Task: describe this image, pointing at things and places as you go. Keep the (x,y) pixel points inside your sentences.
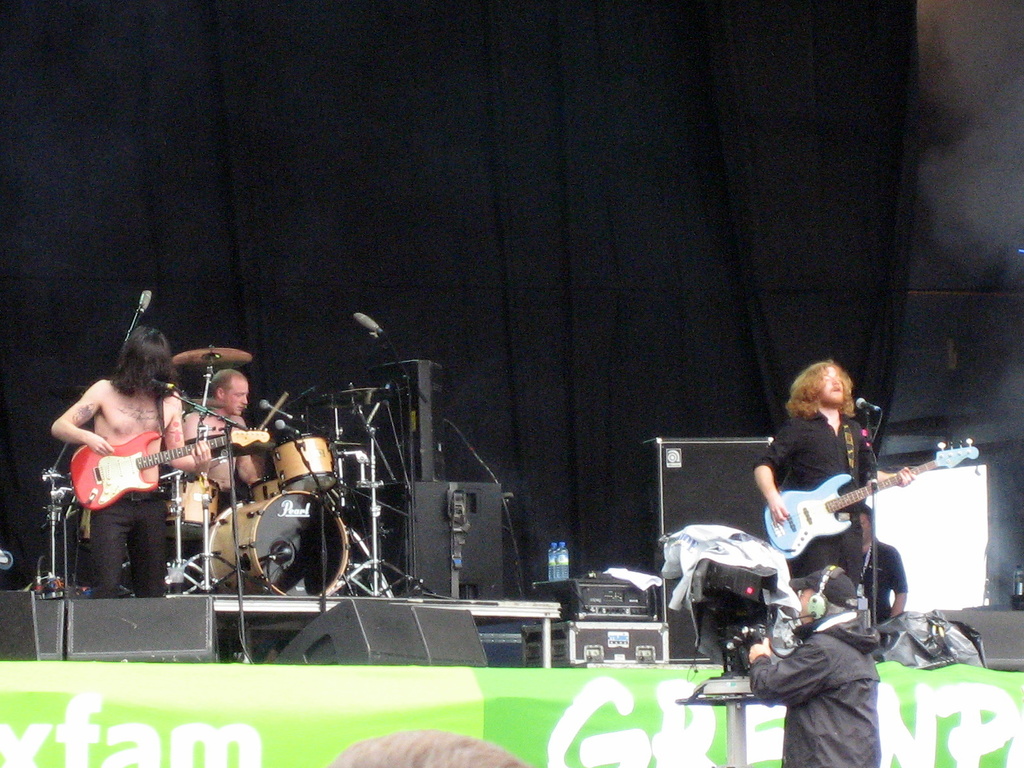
In this image we can see few people (783,487) on the stage (282,562). On the right side of the image (789,459) we can see a man (842,541) holding a guitar (837,526) and playing it. In the background of the image (324,486) we can see a man (234,465) playing drums (293,492). This man (805,652) is recording the show through video camera (763,619).
